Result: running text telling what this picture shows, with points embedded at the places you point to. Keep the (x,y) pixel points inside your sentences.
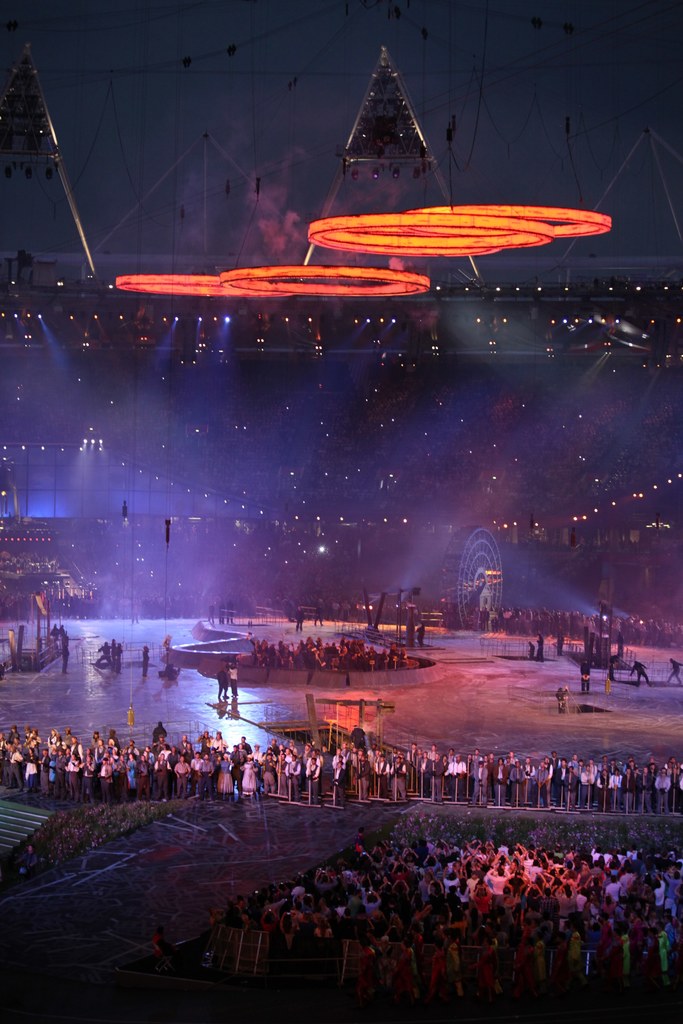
In the image it looks like some event, there are a lot of people (19,784) in the image and most of them are holding some objects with their hands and there are some decorative objects (410,234) attached to the roof (368,309).
